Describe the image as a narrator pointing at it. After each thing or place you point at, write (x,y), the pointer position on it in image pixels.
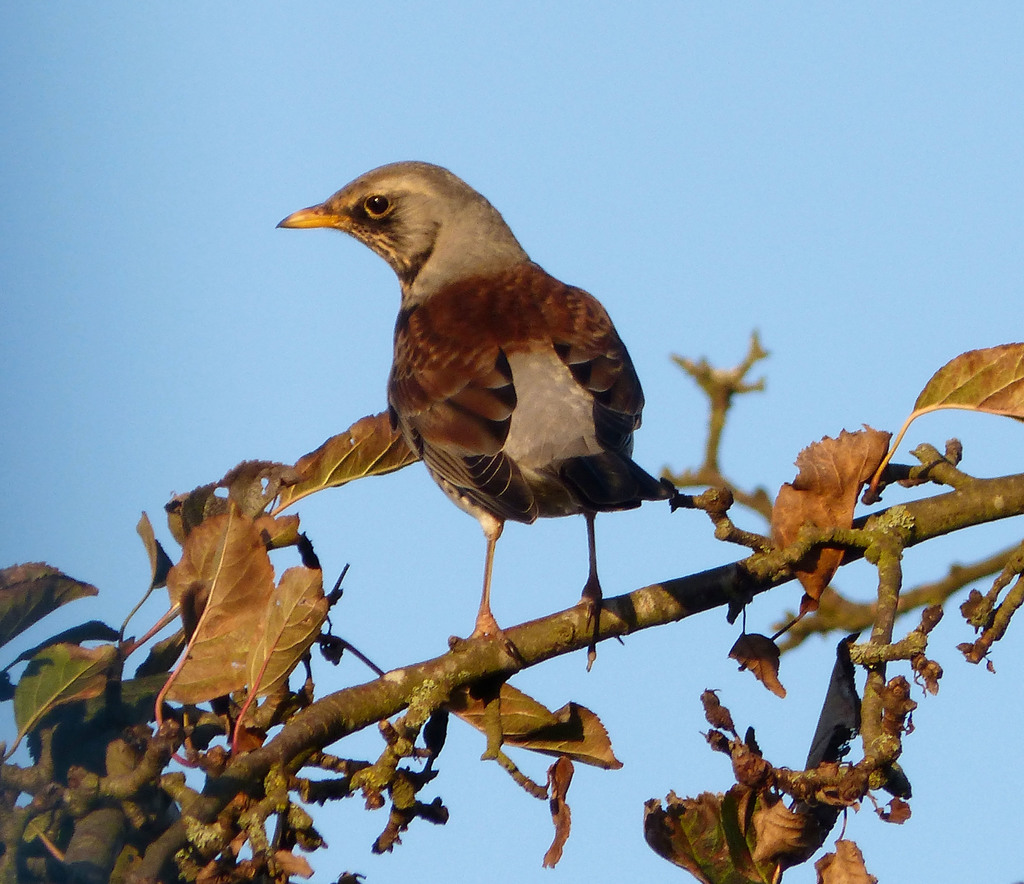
In the picture we can see a plant (840,750) with a stem (867,748) and leaves (65,742) and on the stem (758,540) we can see a bird (473,314) which is brown and gray in color and in the background (643,135) we can see a sky (616,738) which is blue in color.
